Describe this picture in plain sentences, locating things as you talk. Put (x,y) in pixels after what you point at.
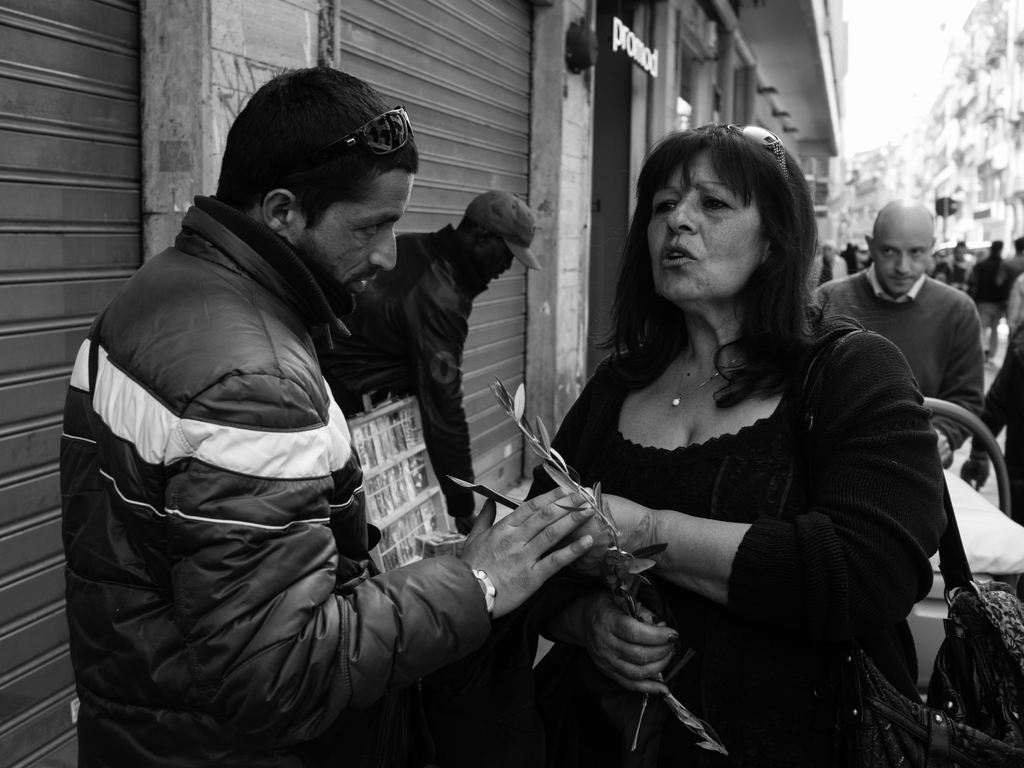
In a given image I can see a rolling shutters (110,144), people (287,311) and buildings (827,178).
